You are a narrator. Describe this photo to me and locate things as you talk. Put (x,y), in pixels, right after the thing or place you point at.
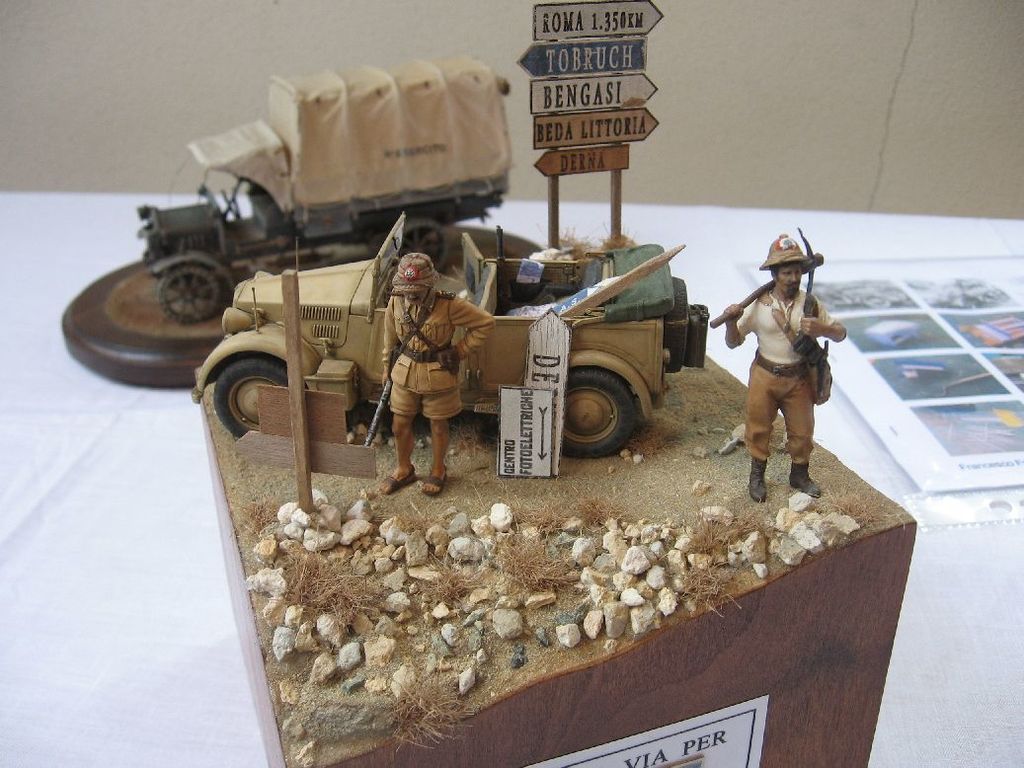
In this picture I can see two scale model toys (582,330) of vehicles (590,338), there are two persons (481,330) standing and holding some items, there are boards (656,122), poles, grass (327,572), rocks (383,556), and there is a paper (907,381) on the table (8,376), and in the background (184,172) there is a wall (527,77).
